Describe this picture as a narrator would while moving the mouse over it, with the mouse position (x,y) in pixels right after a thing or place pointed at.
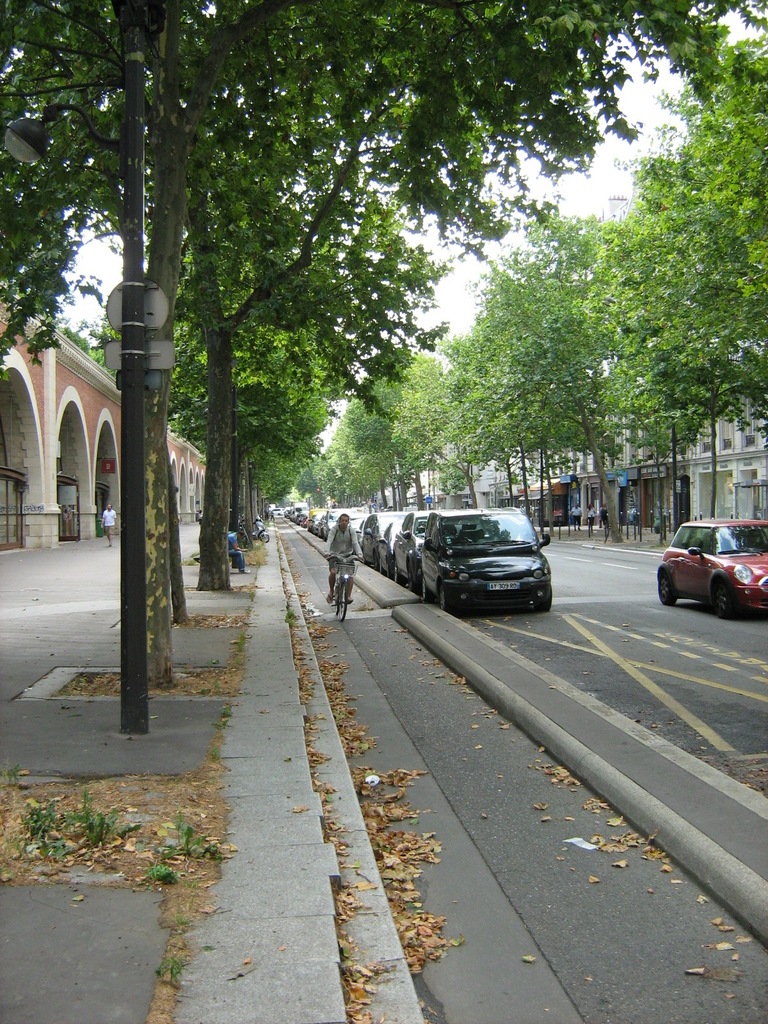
This image is taken outdoors. At the bottom of the image (464,823) there is a road (401,760) and a sidewalk (169,715). On the left side of the image (22,365) there is a building (103,462) with a few walls (44,413) and doors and there are a few trees (225,552) on the sidewalk (194,534). In the middle of the image (505,583) a few cars (430,531) are parked on the road (749,735) and a man (352,555) is riding on the bicycle (340,580). On the right side of the image (710,440) there are a few buildings (682,455) with walls (710,465), windows (703,487) and doors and there are a few trees (415,405) on the road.
